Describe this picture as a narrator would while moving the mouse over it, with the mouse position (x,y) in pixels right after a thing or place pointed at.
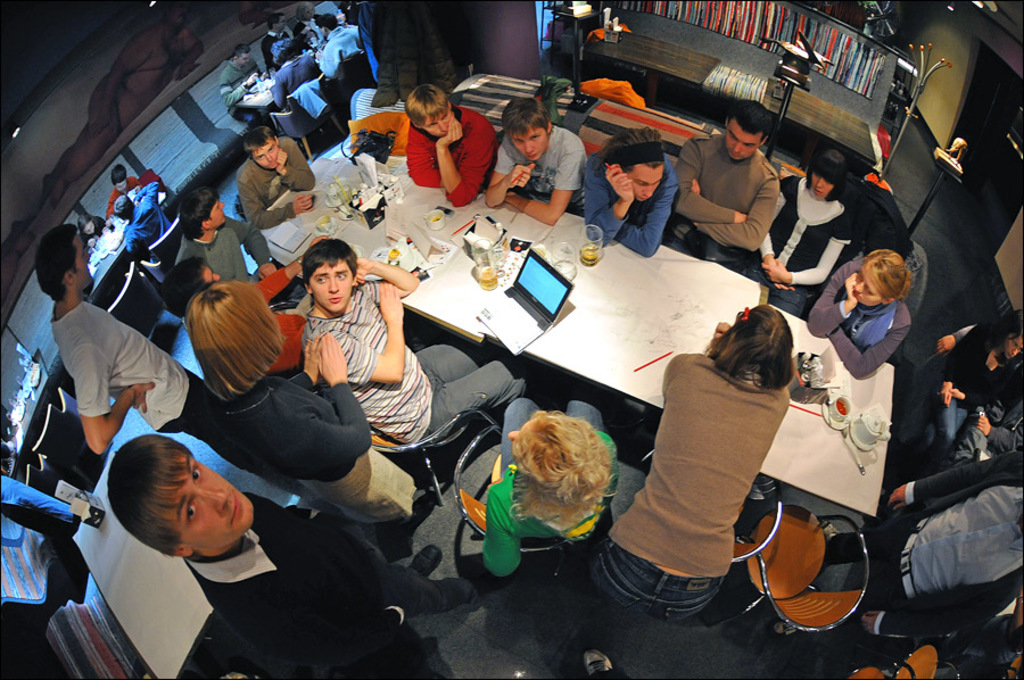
In this picture we can see a group of people (240,624) where some are sitting on chairs (333,120) and some are standing on the floor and in front of them we can see a laptop (537,256), teapot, book (523,340), papers (405,223), glasses (563,270), cups (429,223) on the table (831,445) and in the background (265,87) we can see poles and some objects (865,139).
